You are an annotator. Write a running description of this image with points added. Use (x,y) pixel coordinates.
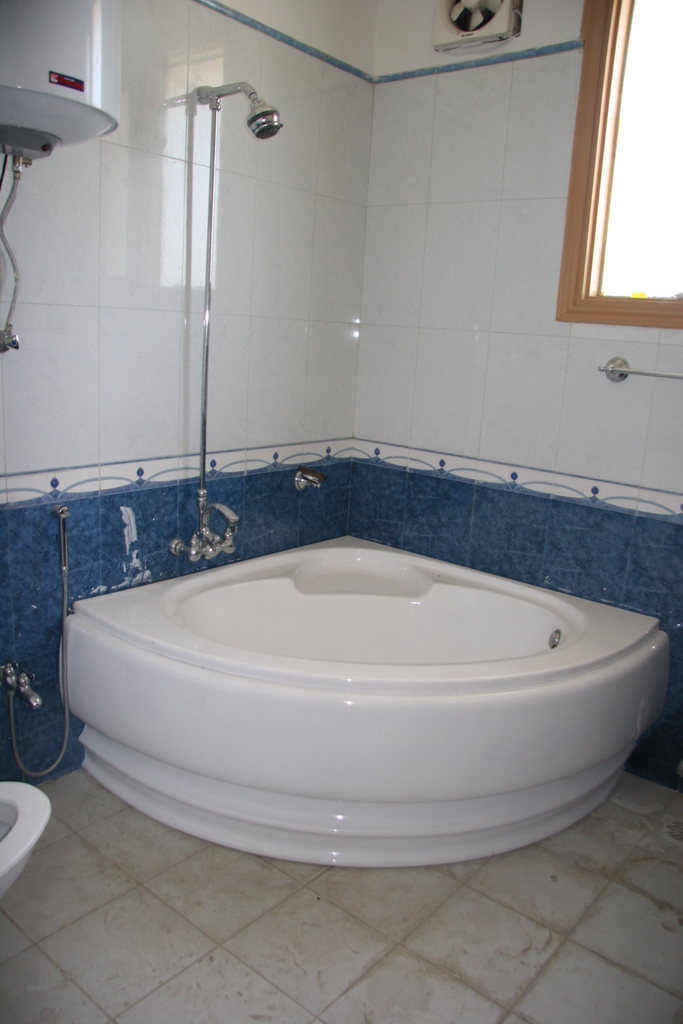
This picture is clicked in the washroom (287,802). Here, we see bathtub (273,810). Behind that, we see a wall (333,337) which is made up of white color tiles (486,301). On the right side (611,187), we see a window (600,261). On the left side (25,3), we see a shower (205,414) and a geyser (27,3). In the left bottom (45,826), we see a toilet seat (45,826).
